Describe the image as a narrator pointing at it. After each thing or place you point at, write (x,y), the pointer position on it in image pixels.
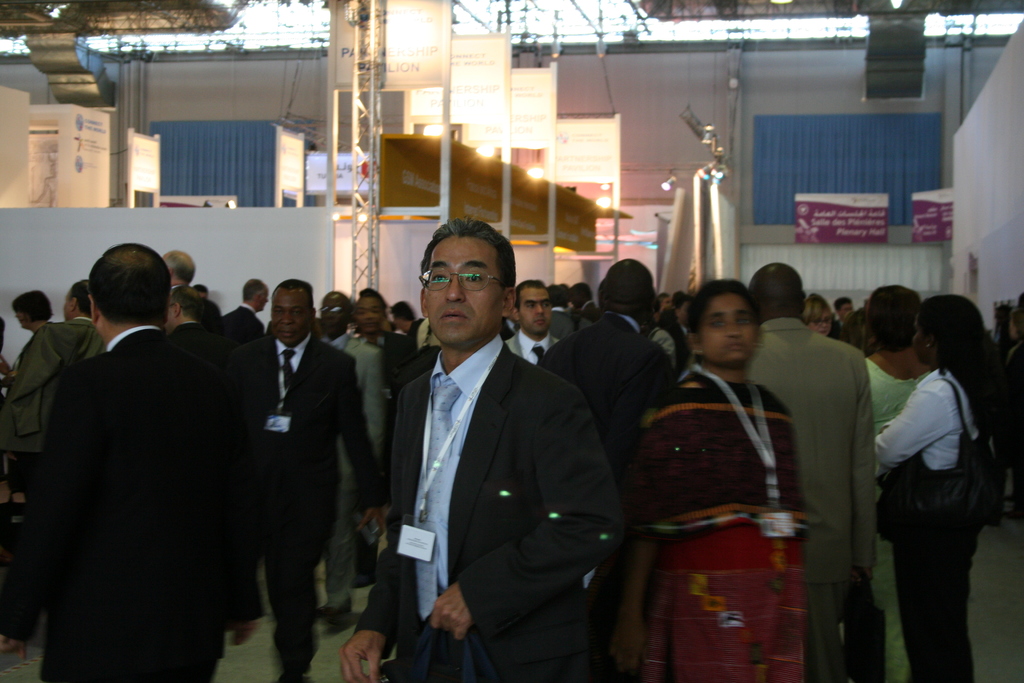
In the image there are many people (457,445) in suits (558,351) standing on the floor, in the back (514,7) there are lights (491,152) over the ceiling (494,30) with metal frames (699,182) above it, this seems to be in a conference hall (287,101).
